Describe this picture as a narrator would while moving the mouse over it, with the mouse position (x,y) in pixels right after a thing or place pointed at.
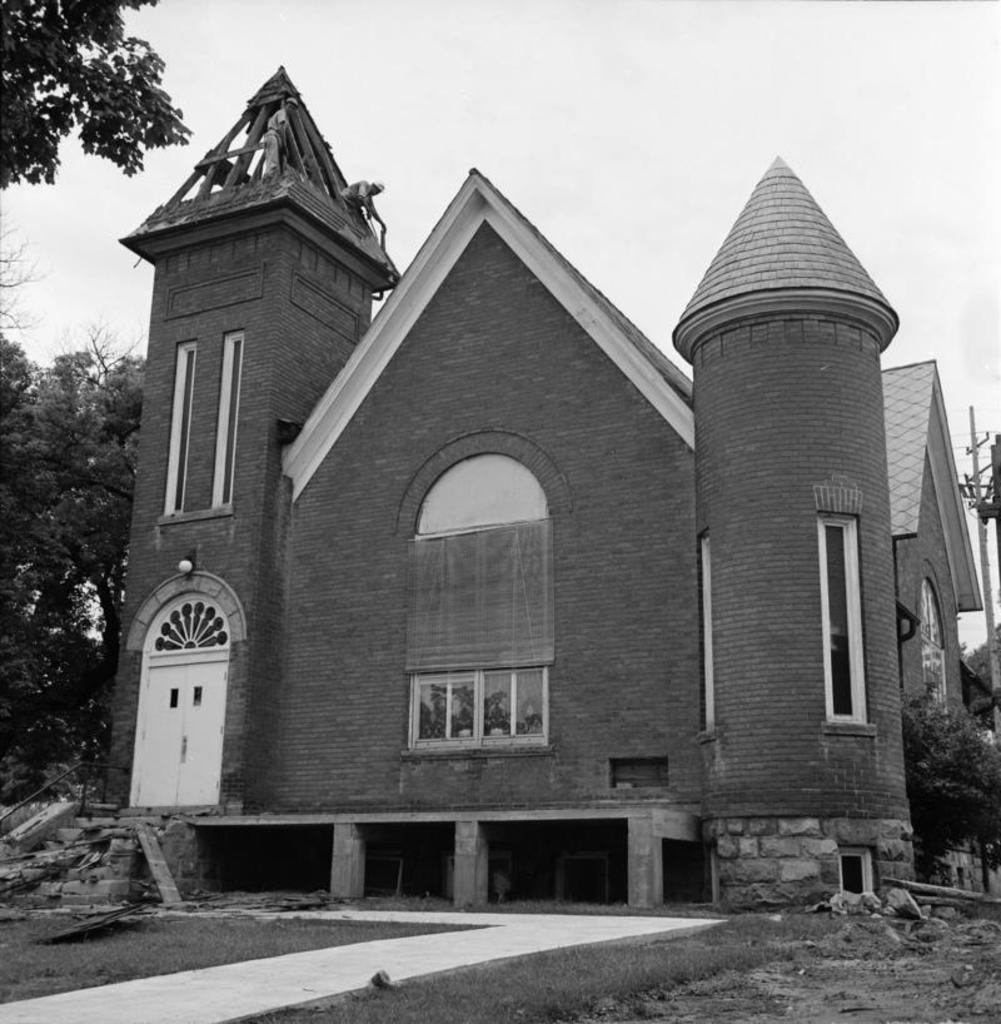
In this image, we can see a house (194,718), at the left side (6,534) there is a some trees (73,385), at the top (51,323) there is a sky (34,347).
